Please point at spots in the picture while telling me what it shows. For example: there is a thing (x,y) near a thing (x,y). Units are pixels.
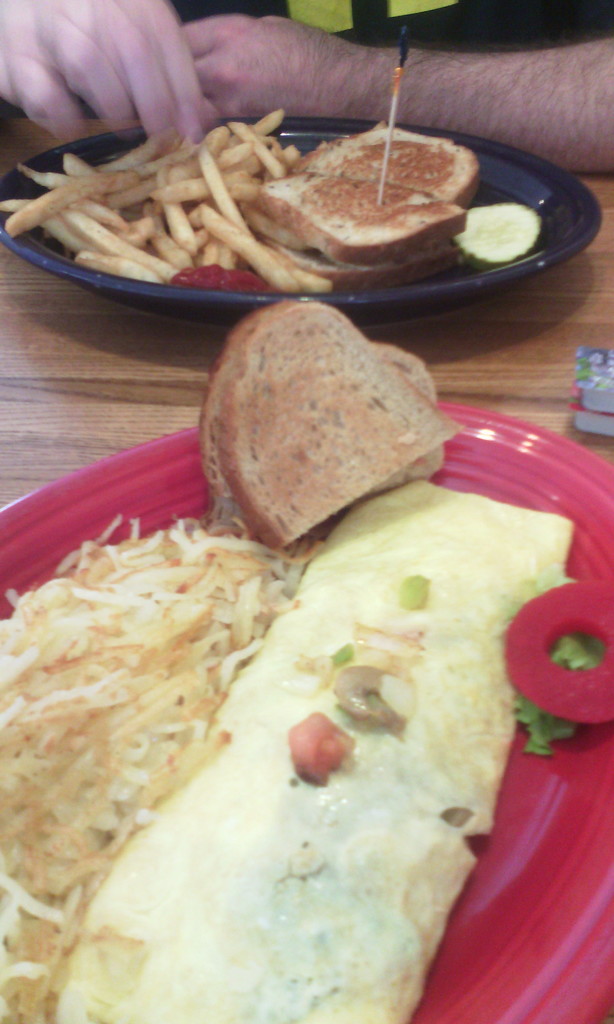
In this picture I can see there are some plates (477,437) here and there is some food (375,704) placed here in the plates (492,946) and there is a person (199,60) sitting in the backdrop (378,108).
